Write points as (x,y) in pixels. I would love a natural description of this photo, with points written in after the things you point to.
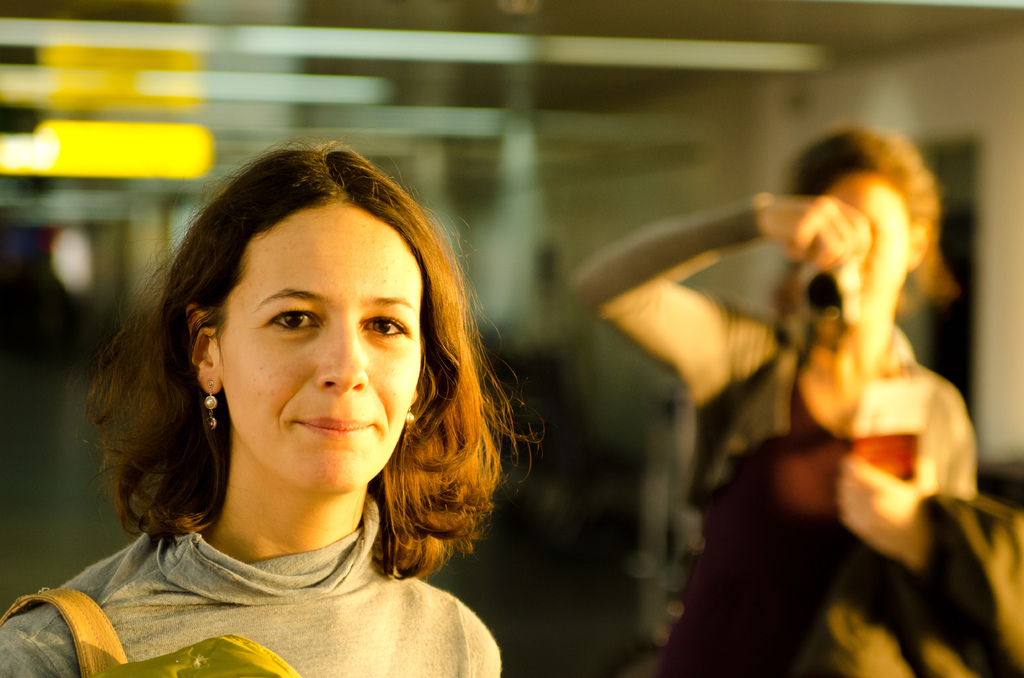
In this image we can see two women (785,536) standing and holding some objects (187,675). The background (1001,33) is blurred and right side of the image (866,321) one woman (872,338) taking a photo with the camera (792,283).
